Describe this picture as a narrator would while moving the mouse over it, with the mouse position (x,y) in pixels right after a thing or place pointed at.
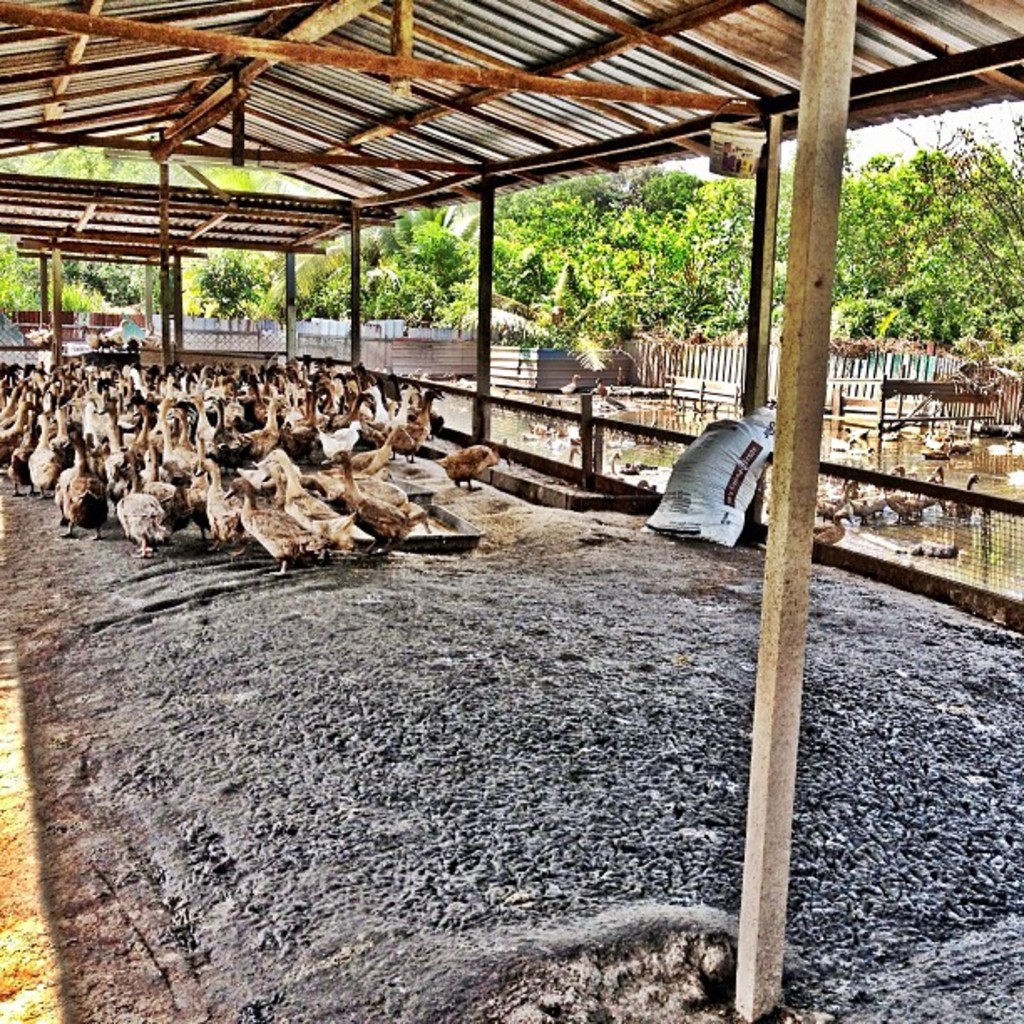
In this picture I can see some birds (301,449) under the roof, side I can see some birds (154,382) and trees (716,201).
